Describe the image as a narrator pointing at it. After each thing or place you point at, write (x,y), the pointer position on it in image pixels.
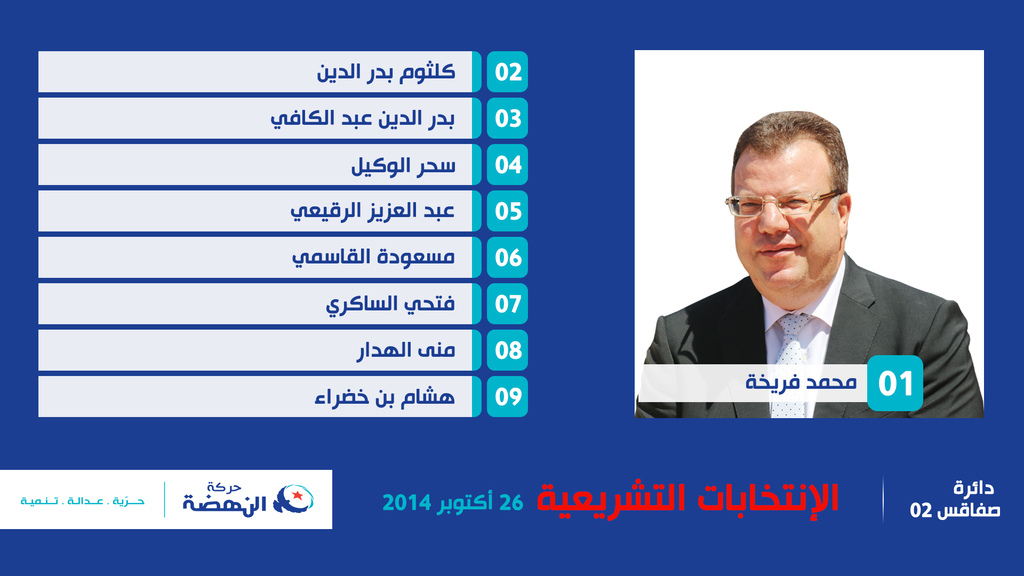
In this image i can see a person image (826,290) at the right side (843,269). He is wearing suit (917,293), tie (796,331) and spectacles (781,206). Left side (313,379) there is some text (347,218). Background (614,470) is in blue color.
